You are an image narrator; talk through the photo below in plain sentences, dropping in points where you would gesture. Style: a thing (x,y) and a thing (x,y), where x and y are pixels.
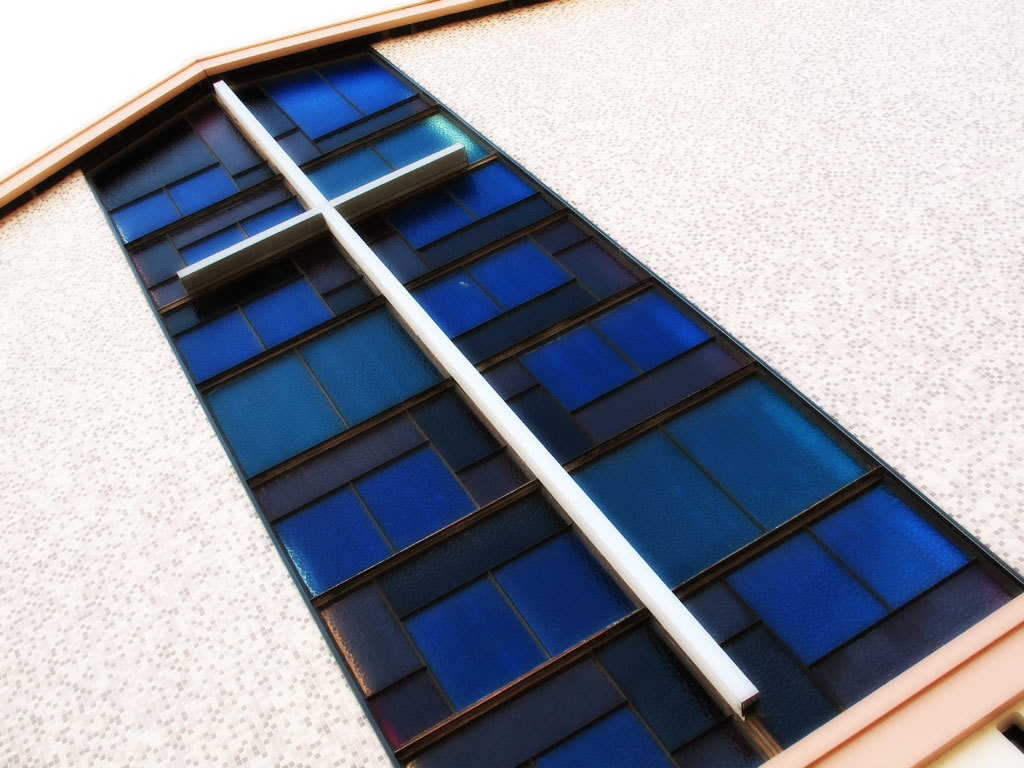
In this image we can see building (237,232) and sky (70,77).
